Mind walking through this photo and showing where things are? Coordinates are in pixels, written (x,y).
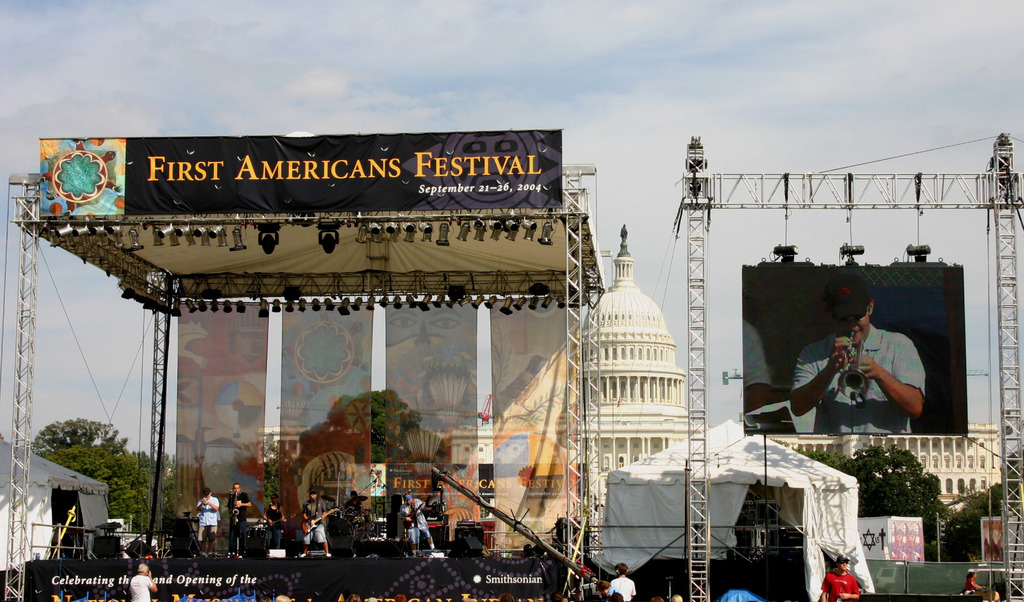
There are some persons (272,509) performing on a stage (284,490) as we can see on the left side of this image (282,496). There is a screen (807,382) hanging to a metal object (702,534) on the right side of this image (851,388). There is a building (646,425) in the background (648,408). There are some trees (139,489) on the left side of this image (138,497) and right side of this image (891,496) as well. There is a sky (493,79) at the top of this image (537,80).
